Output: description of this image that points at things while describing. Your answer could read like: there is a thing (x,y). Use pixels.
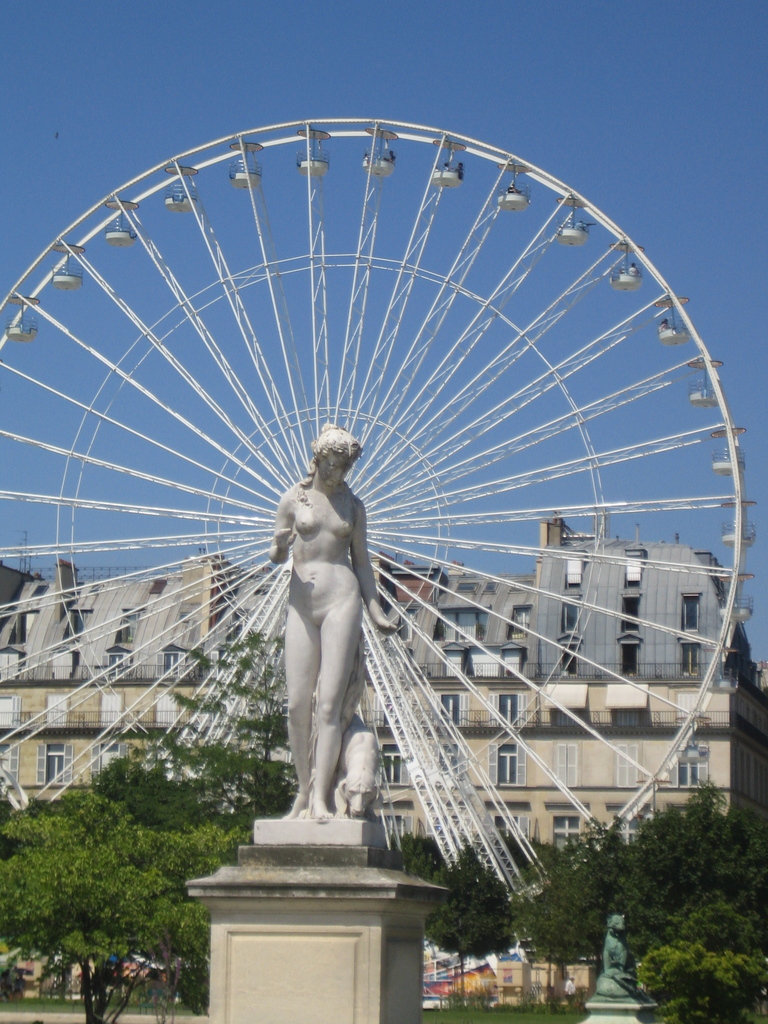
In this image, we can see some trees (696,879) and buildings (674,582). There is a statue (300,609) at the bottom of the image (332,803). There is a Ferris wheel (229,298) in the middle of the image (458,633). In the background (567,49), we can see the sky (702,523).
